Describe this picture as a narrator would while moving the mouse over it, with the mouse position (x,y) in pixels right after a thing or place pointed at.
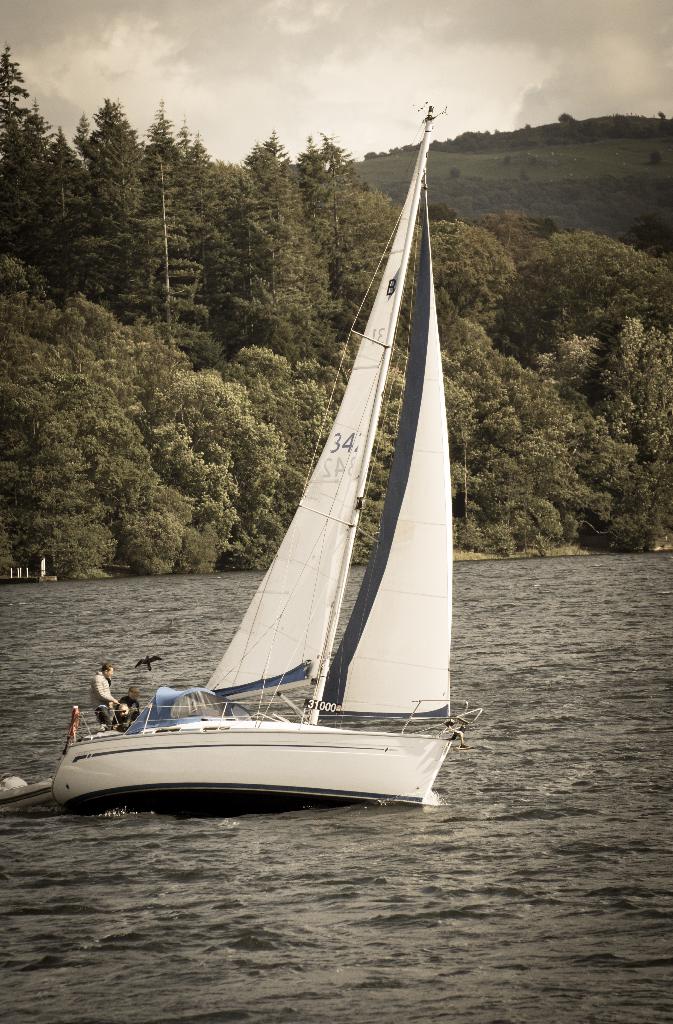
In this image, we can see water (274,843), there is a white color boat (230,784) on the water (364,575), we can see a person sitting in the boat (118,735), in the background (600,378) there are some green color trees (334,295), at the top (340,74) there is a sky (328,70).
